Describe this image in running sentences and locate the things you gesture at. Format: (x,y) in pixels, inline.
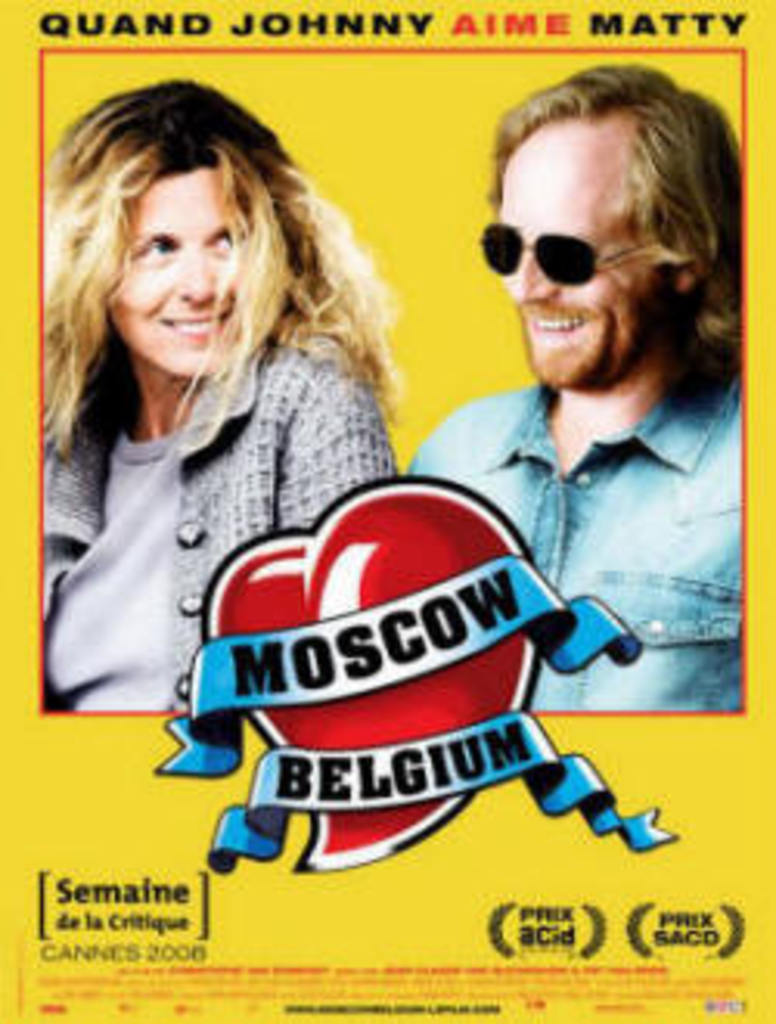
In this picture, we see a yellow poster (436,736) of a man (627,614) and a woman (200,417). Both of them are smiling. We see some text (323,782) written on the poster (269,558).
